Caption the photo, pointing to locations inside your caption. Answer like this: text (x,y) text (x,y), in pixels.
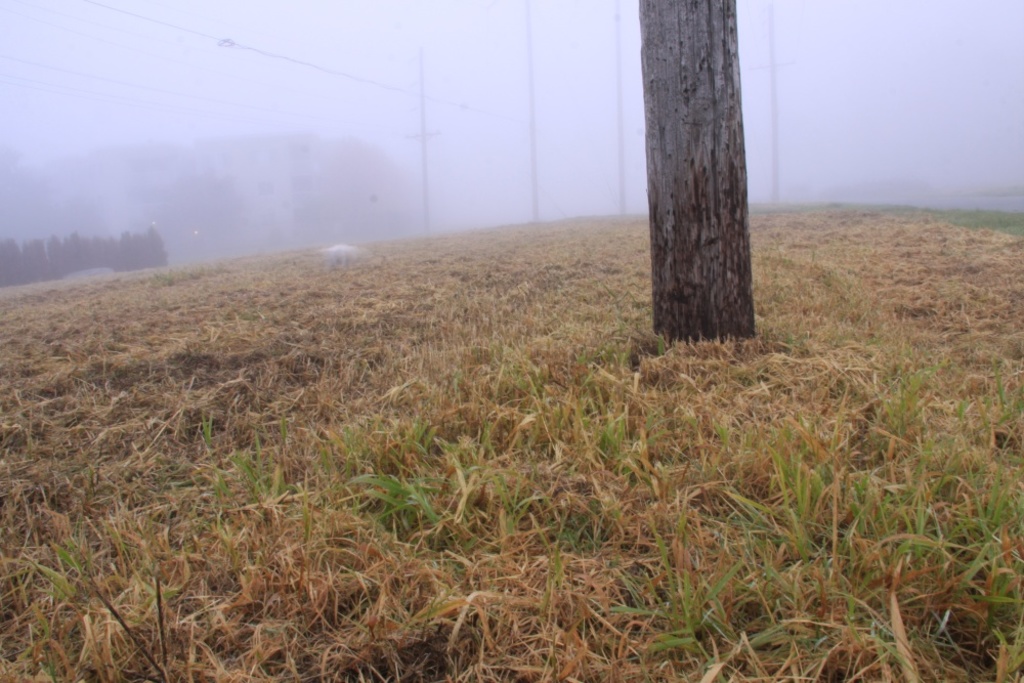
In this image, we can see grass (523,463), tree trunk (722,310). Background (816,172) there are few poles (775,172), wires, trees (127,253) and fog (536,108).
